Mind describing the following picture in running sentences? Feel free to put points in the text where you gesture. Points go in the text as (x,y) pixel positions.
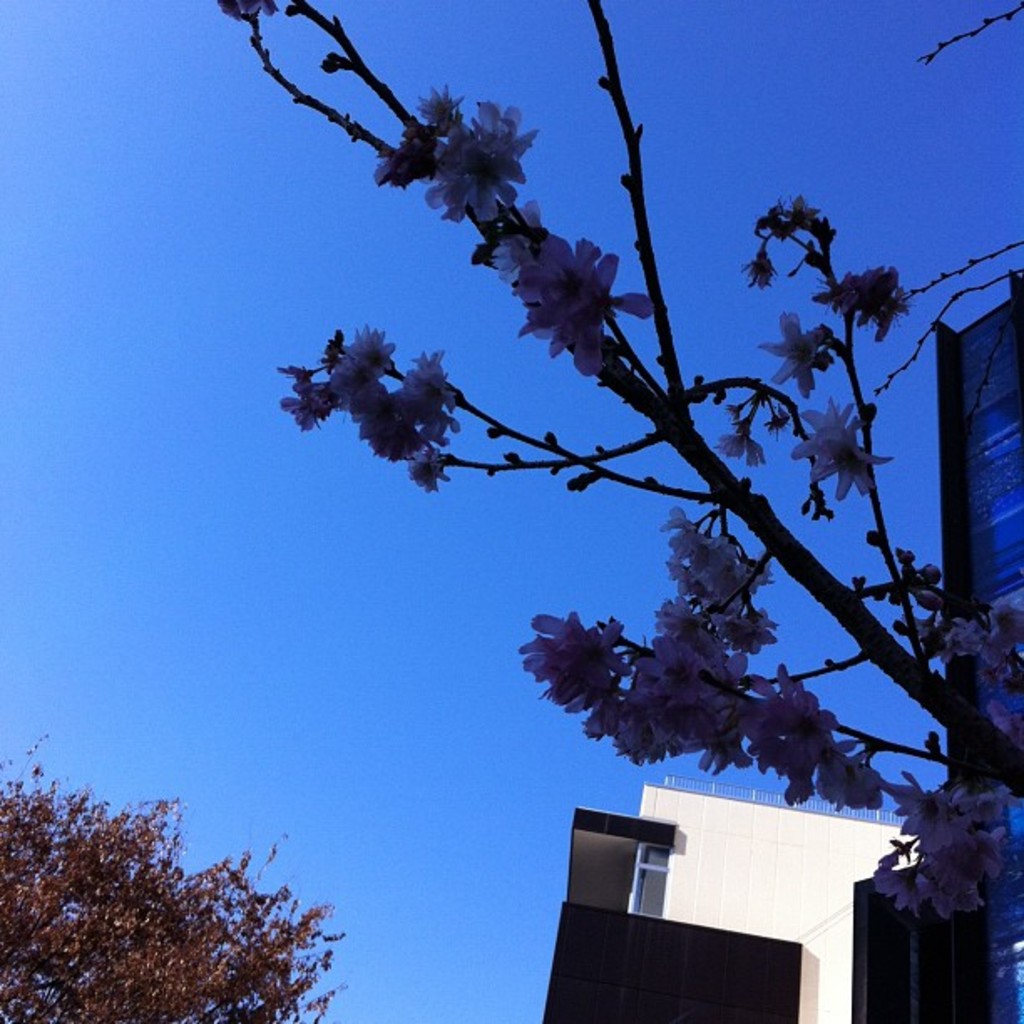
In this image, we can see a flower plants (966,787). Background (745,966) we can see walls (865,836), railings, glass object (1004,979), tree (228,976) and sky (726,367).
